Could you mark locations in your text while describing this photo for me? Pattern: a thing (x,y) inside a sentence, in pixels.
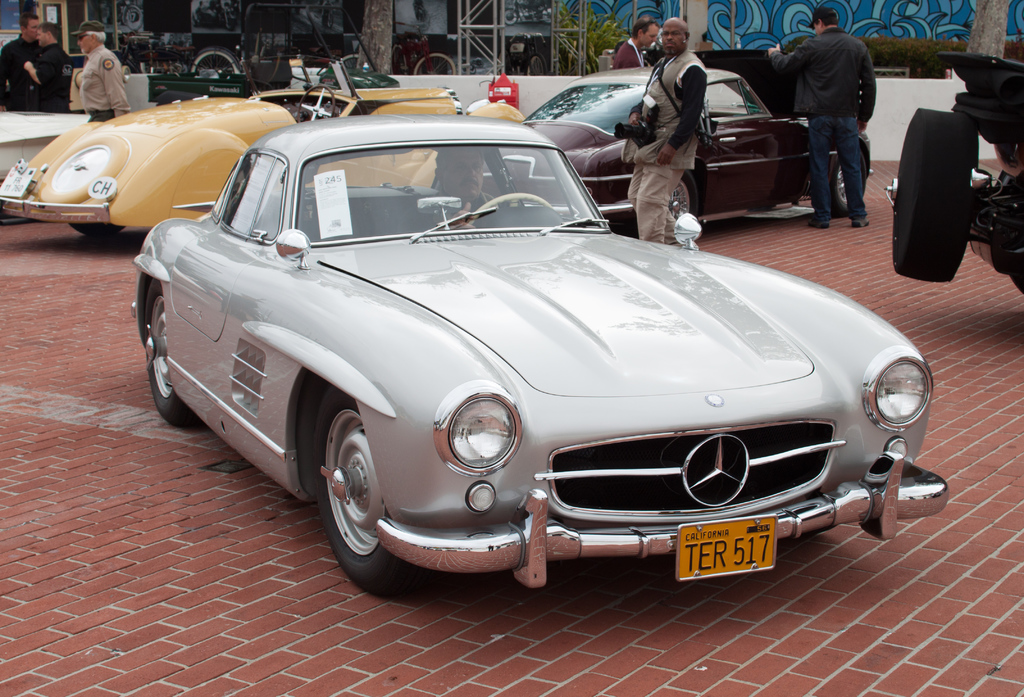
In this picture we can see couple of cars (616,238) and couple of people (809,95), a man (451,179) is seated in the car (439,327), in the background (624,29) we can see couple of trees (594,43) and buildings (630,3).
